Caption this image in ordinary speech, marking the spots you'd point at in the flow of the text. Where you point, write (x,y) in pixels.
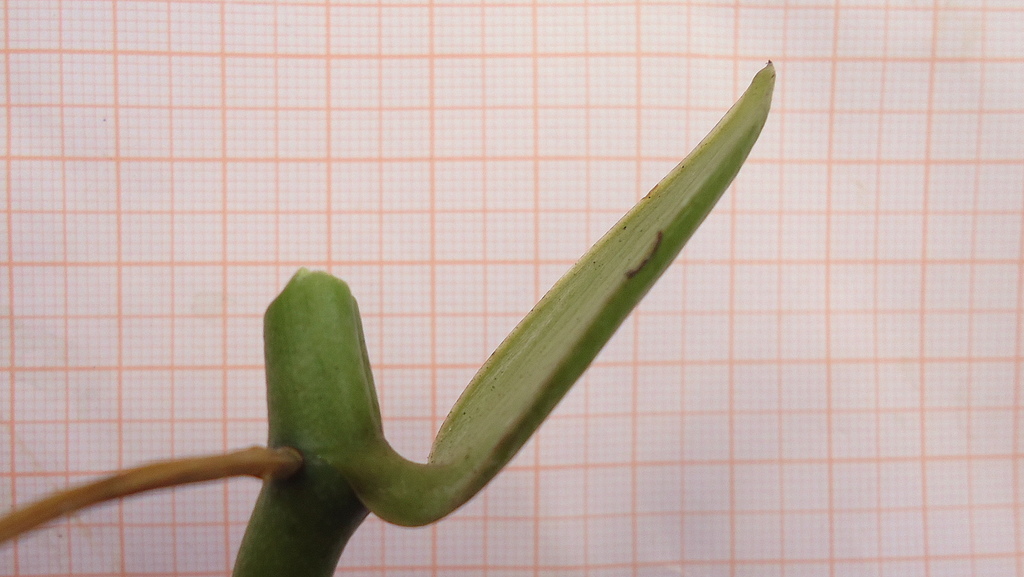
In the foreground of this image (308,463), there is a plant (323,457). In the background (345,157), it seems like a paper (334,154).
